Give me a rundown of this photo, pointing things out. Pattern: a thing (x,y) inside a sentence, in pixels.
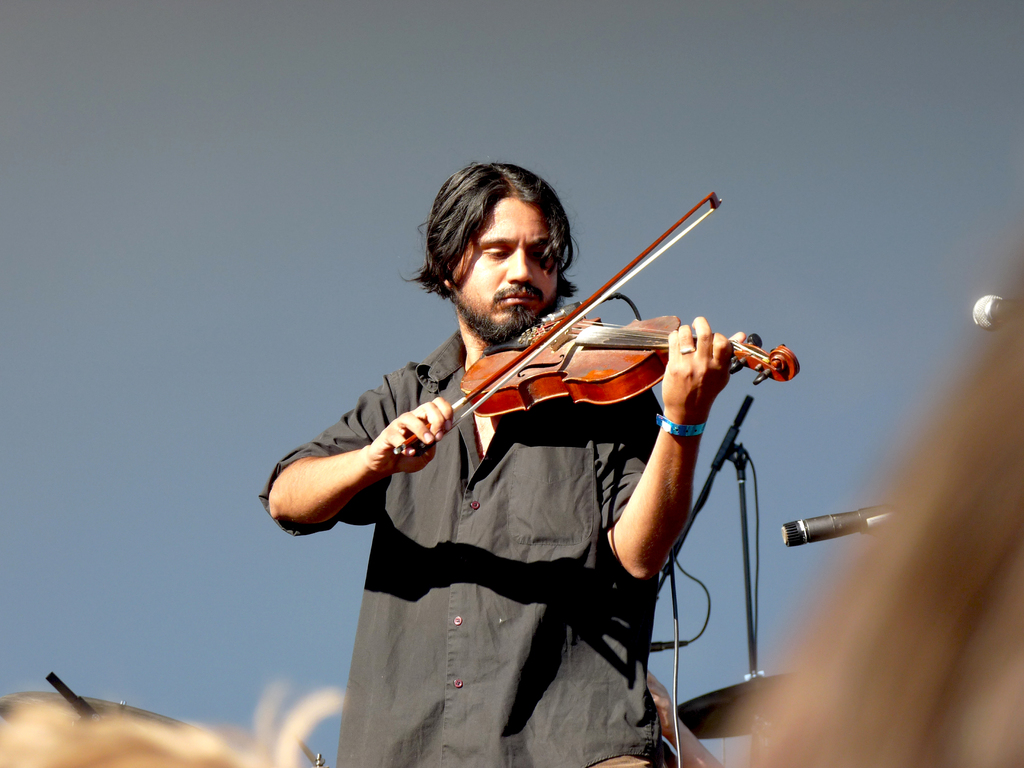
There is a person (505,456) in black color shirt (505,546), holding a violin (659,336) and playing and standing on a stage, near a mic (796,523), which is attached to the stand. In the background (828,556), there are other musical instruments (719,723) and the background (113,502) is blue in color.
